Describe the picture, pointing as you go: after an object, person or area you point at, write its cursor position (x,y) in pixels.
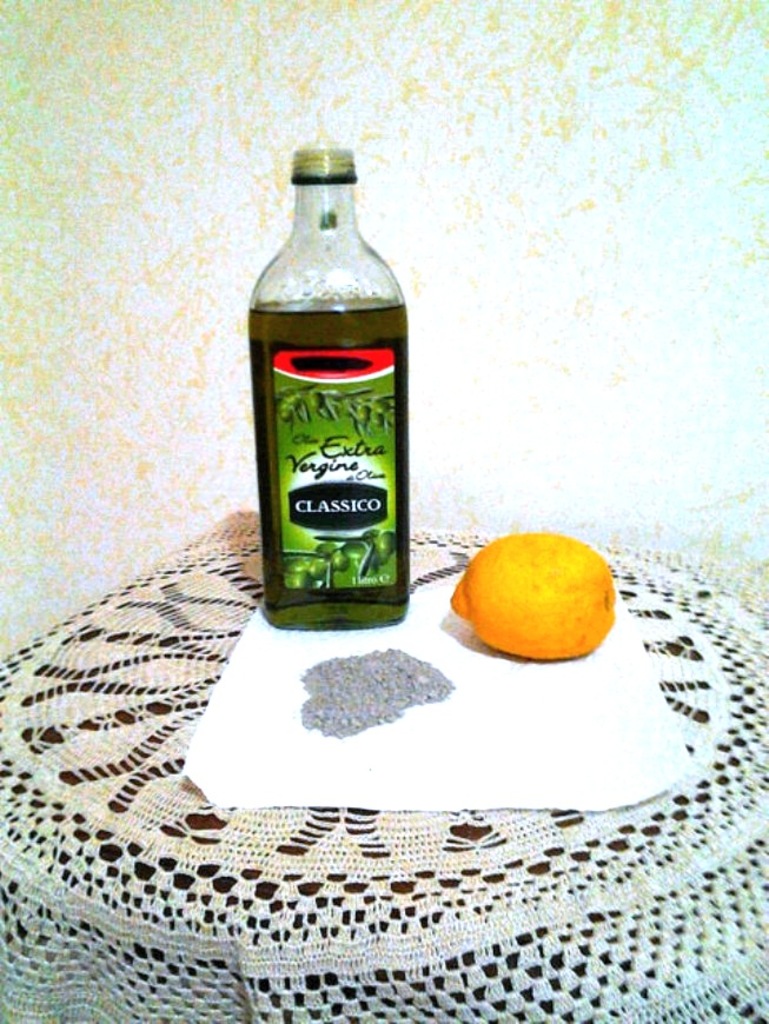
In the image we can see there is a table (162,714) on which there is fruit (538,573) and a bottle (284,429) on the table (405,806).
